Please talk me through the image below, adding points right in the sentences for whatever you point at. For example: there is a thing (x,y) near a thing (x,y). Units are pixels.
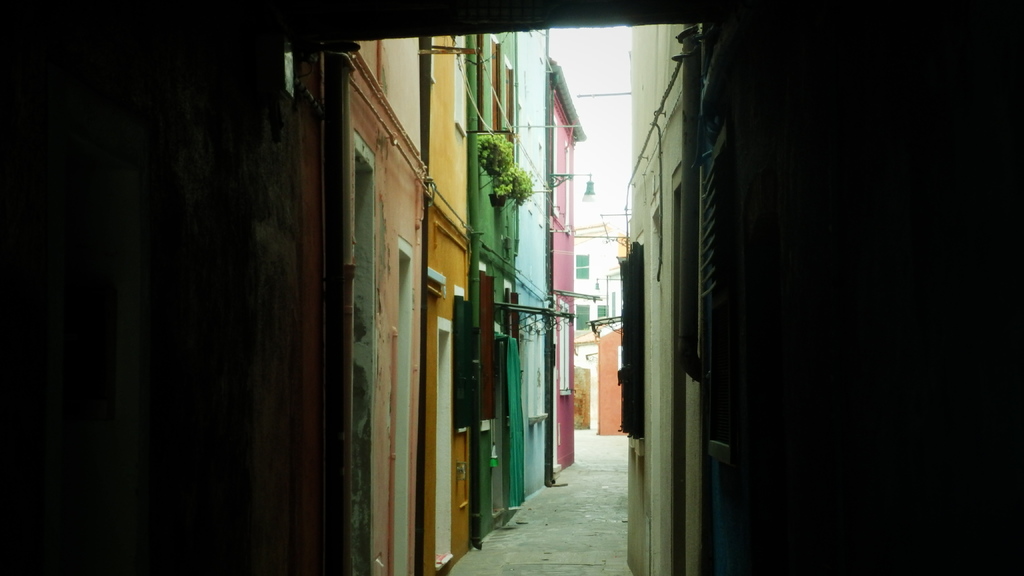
There are buildings (409,241) on the both side. On the building (521,292) there are pipes (551,290), pot (494,199) with plants (525,193). In the back (586,292) there is a building (599,272) with windows (587,323).
